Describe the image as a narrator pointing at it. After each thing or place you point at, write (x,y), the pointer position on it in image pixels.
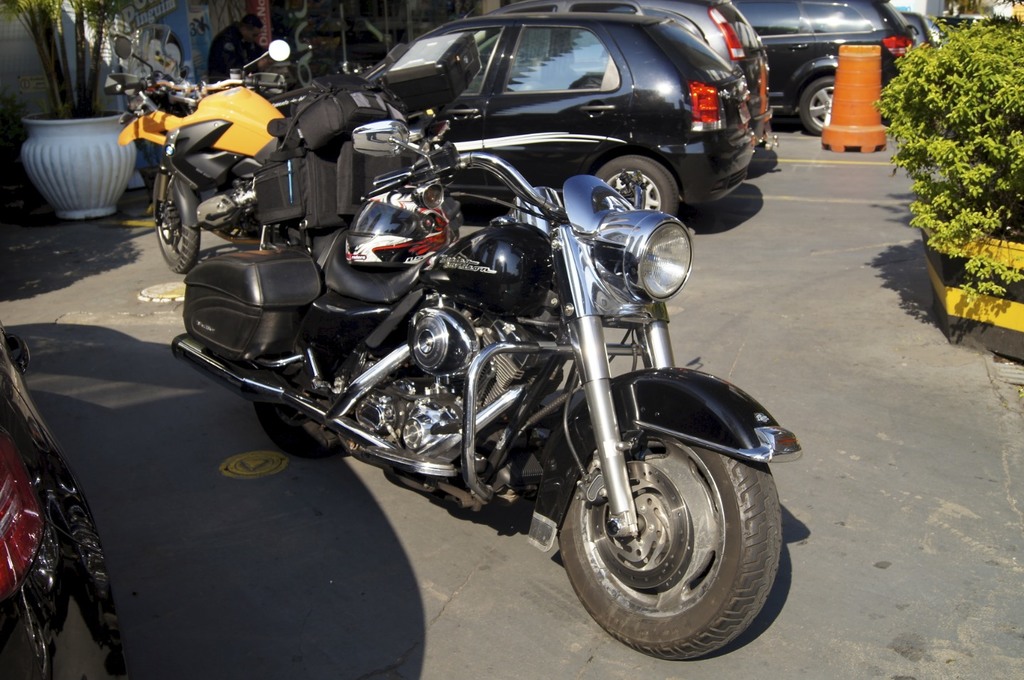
In this picture, we see the bikes (595,219) and the cars (550,172) are parked on the road (696,275). On the right side (977,104), we see the shrubs (987,188) and the traffic stopper (848,106). On the left side (97,17), we see the flower pot (122,156). Beside that, we see the man (220,56) is sitting. In the left bottom (32,477), we see the tail light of the car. This picture is clicked outside the city.
